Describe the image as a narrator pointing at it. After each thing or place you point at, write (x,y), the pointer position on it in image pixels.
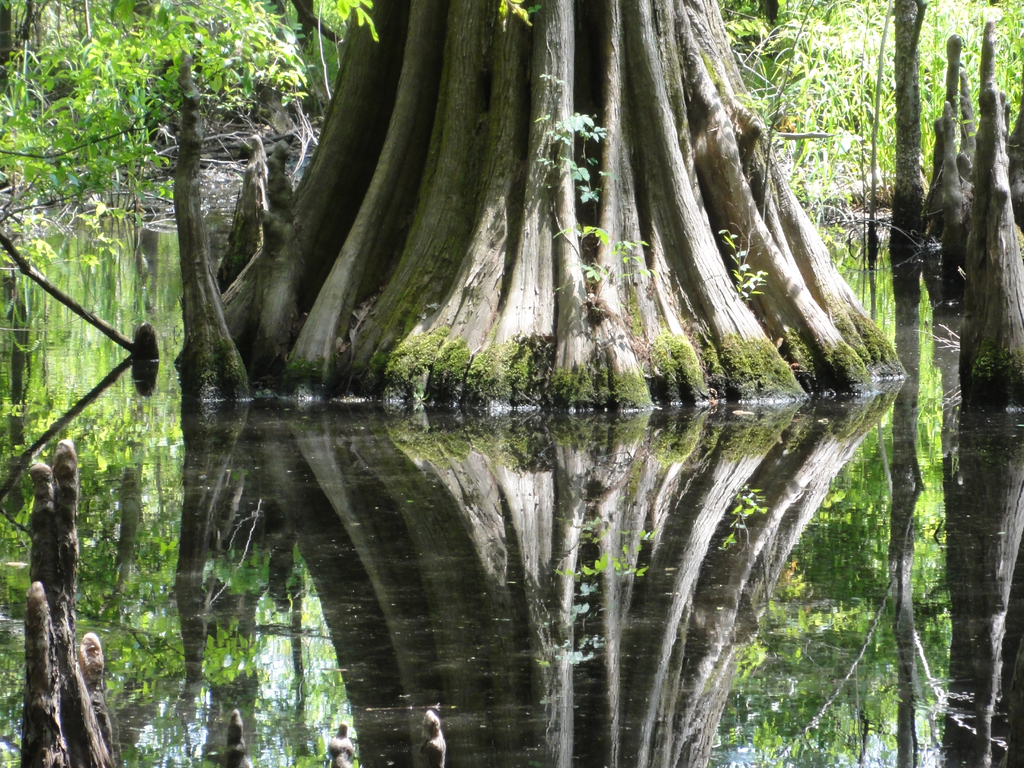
In the given image i can see a tree trunks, water (162,528), plants (22,82), wooden sticks (45,509) and trees (181,114).
